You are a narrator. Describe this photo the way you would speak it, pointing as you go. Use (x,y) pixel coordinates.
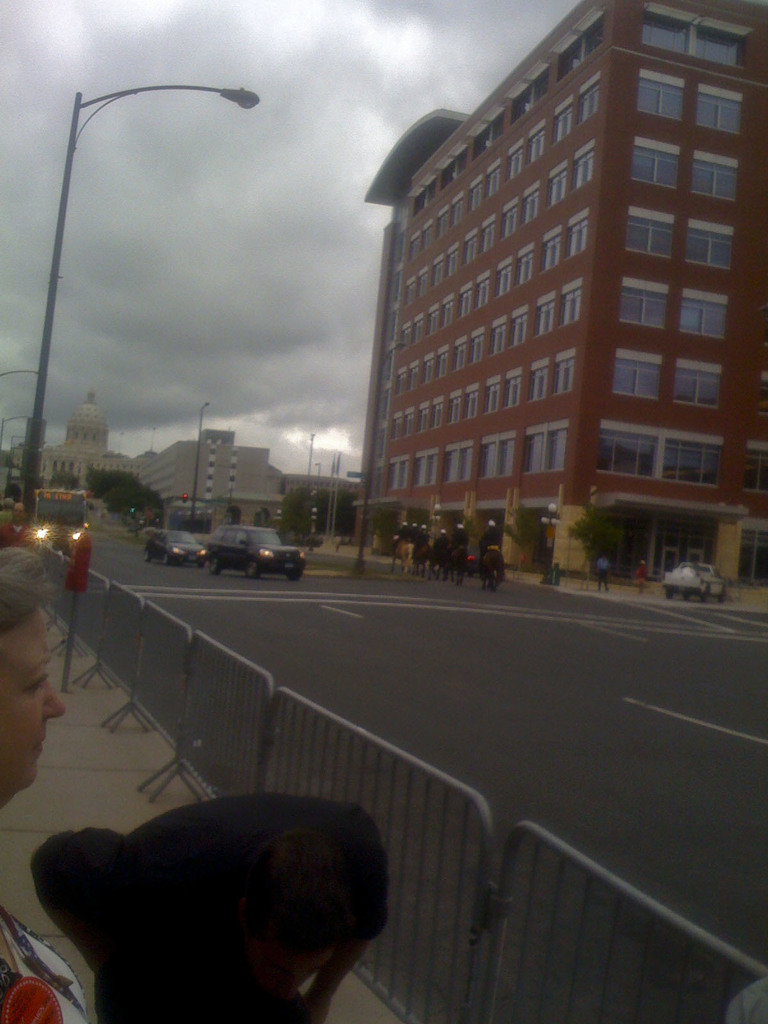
At the bottom of the image (180,943) we can see persons (145,917) near the barricades (308,768). In the background of the image (419,299) there are buildings (384,468), vehicles (703,590), poles (26,506), some people (499,549), animals (488,566) and the sky (234,239).
